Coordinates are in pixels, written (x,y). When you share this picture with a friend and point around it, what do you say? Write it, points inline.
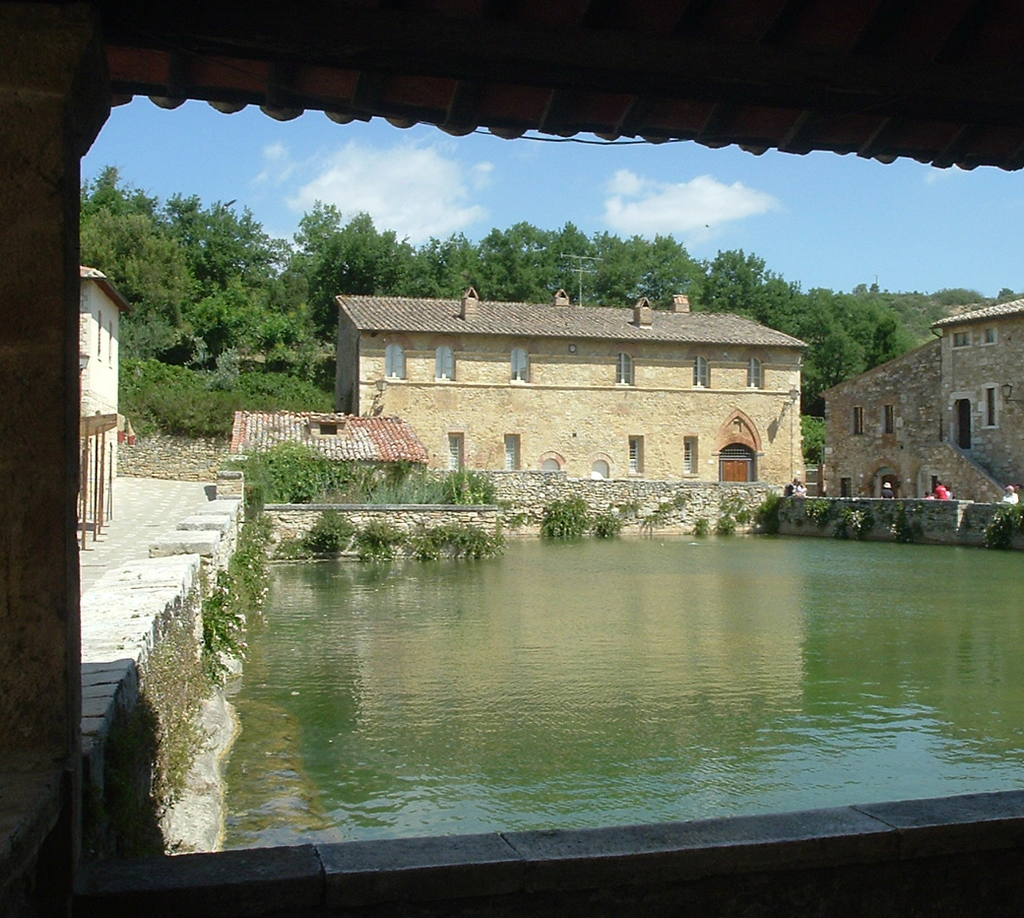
At the bottom of the image (359,757) there is water (1002,718). In the middle of the image (588,432) there are some buildings (492,432), plants (1006,522) and few people (930,498) are standing. Behind the buildings (330,421) there are some trees (420,271). At the top of the image (418,150) there are some clouds (685,226) in the sky (943,226) and there is roof (432,85).
